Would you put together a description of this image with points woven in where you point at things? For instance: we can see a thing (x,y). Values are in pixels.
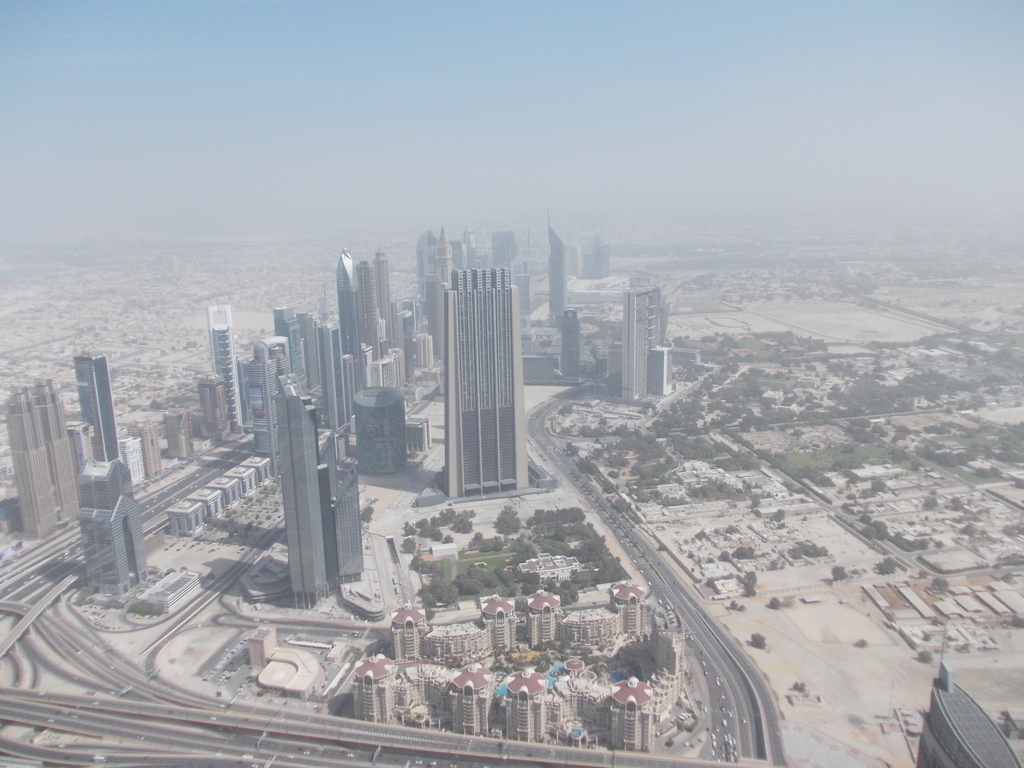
In this image we can see a group of buildings (372,586) and trees (744,392). At the bottom (179,720) there are few bridges (331,731) and vehicles (353,755). At the top (546,95) we can see the sky (479,117).
